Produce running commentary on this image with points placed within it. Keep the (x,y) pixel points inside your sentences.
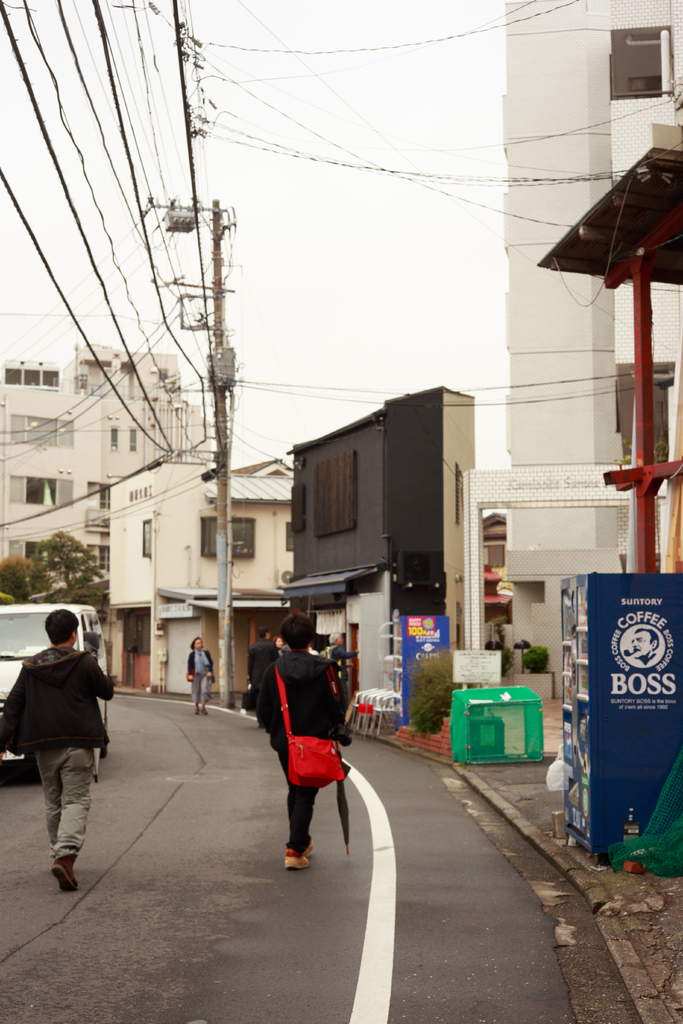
In this picture we can see a vehicle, people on the road (143,808) and in the background (194,614) we can see buildings (187,624), trees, plants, pole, wires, sky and some objects (632,841).
